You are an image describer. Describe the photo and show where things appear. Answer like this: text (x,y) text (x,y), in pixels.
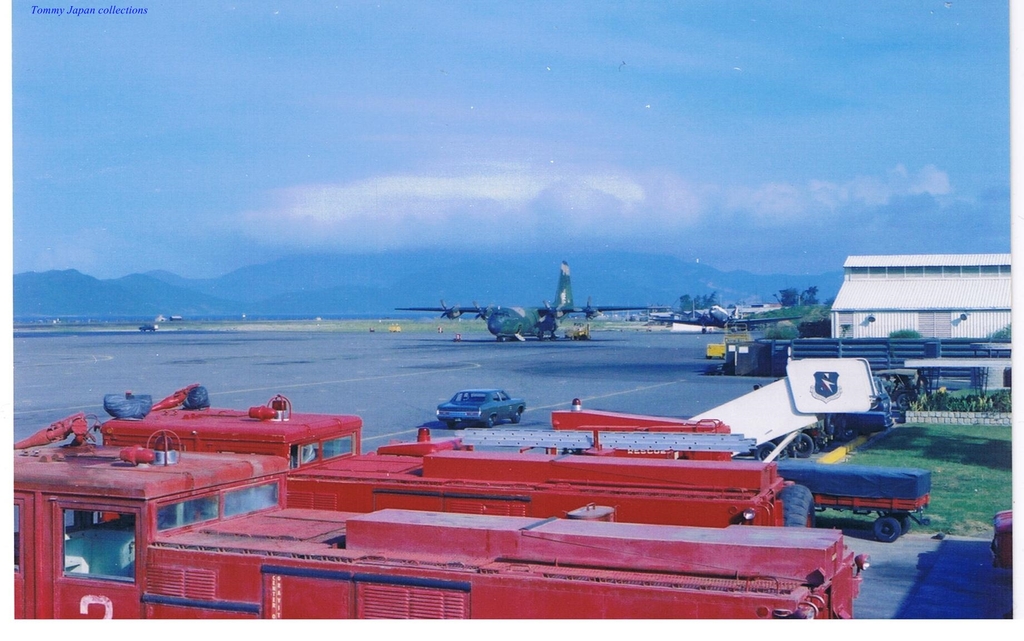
In this picture I can see at the bottom (327,543) there are fire engines (377,539) with red color. In the middle (429,340) a car (461,406) is moving on the road (593,389), at the back side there are aeroplanes (526,331) in green color. It looks like an airport (387,349), on the right side (888,311) there are buildings (889,334) and a truck (898,523) is parked at here, at the top (522,141) it is the cloudy sky (416,151).
